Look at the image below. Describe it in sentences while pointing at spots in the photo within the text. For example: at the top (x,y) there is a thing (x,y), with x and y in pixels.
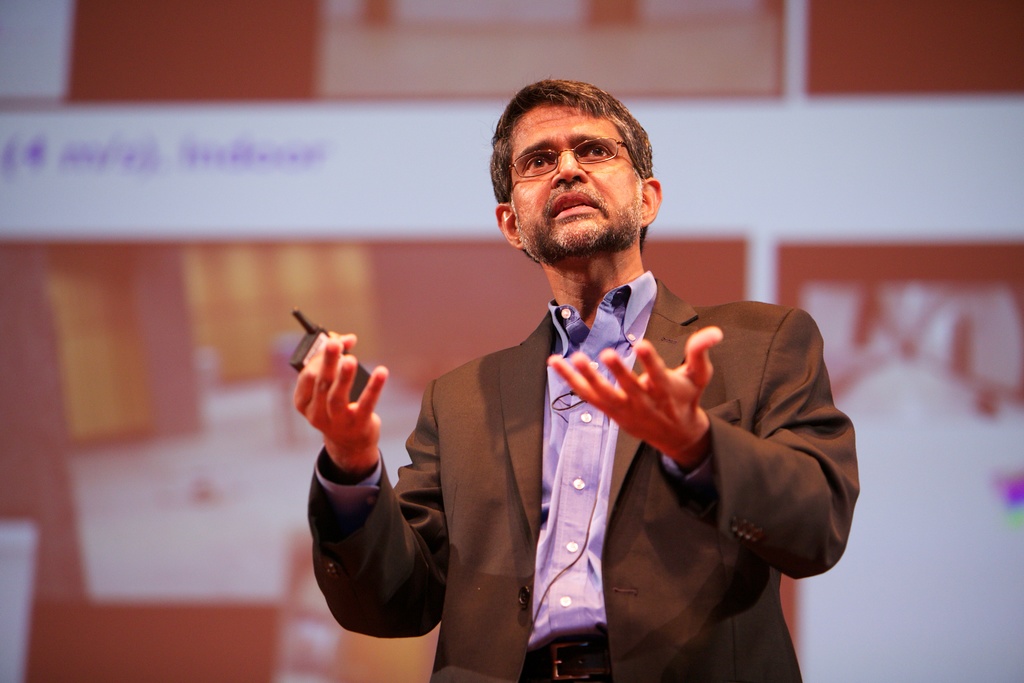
In this picture we can see a man (426,520) wore a blazer (498,462), spectacle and holding a device (361,366) with his hand (335,392) and in the background (114,304) it is blur.
